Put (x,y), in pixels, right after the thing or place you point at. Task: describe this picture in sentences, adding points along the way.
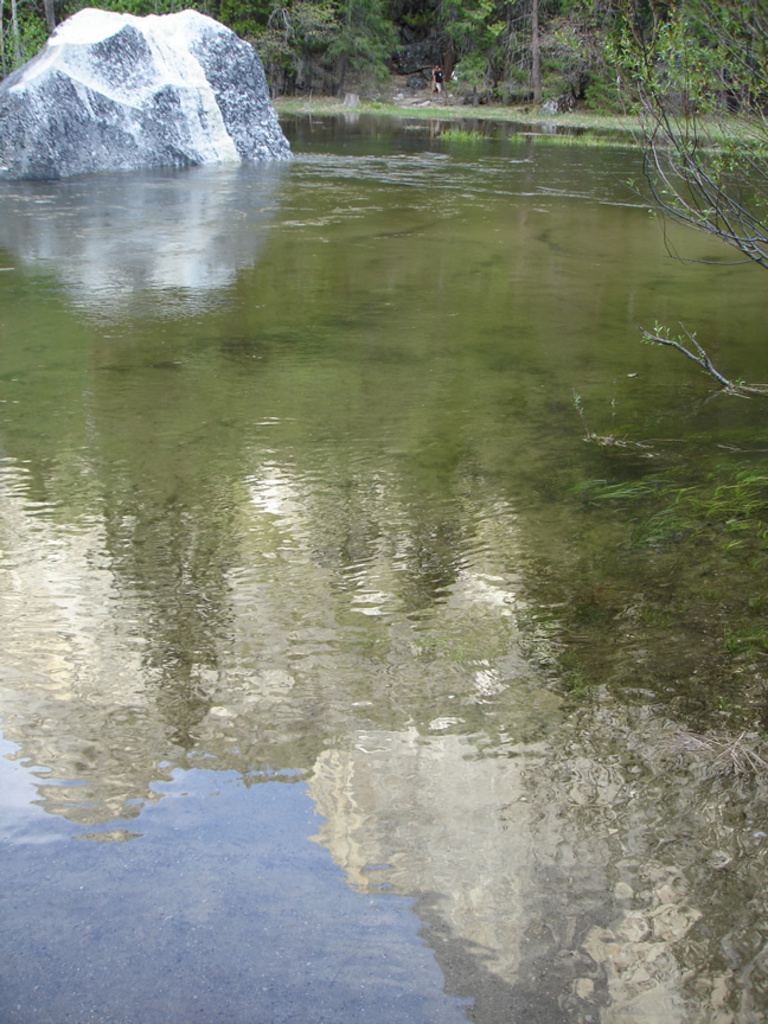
In this image we can see trees (125,3), rock (185,41) and water (288,673).
